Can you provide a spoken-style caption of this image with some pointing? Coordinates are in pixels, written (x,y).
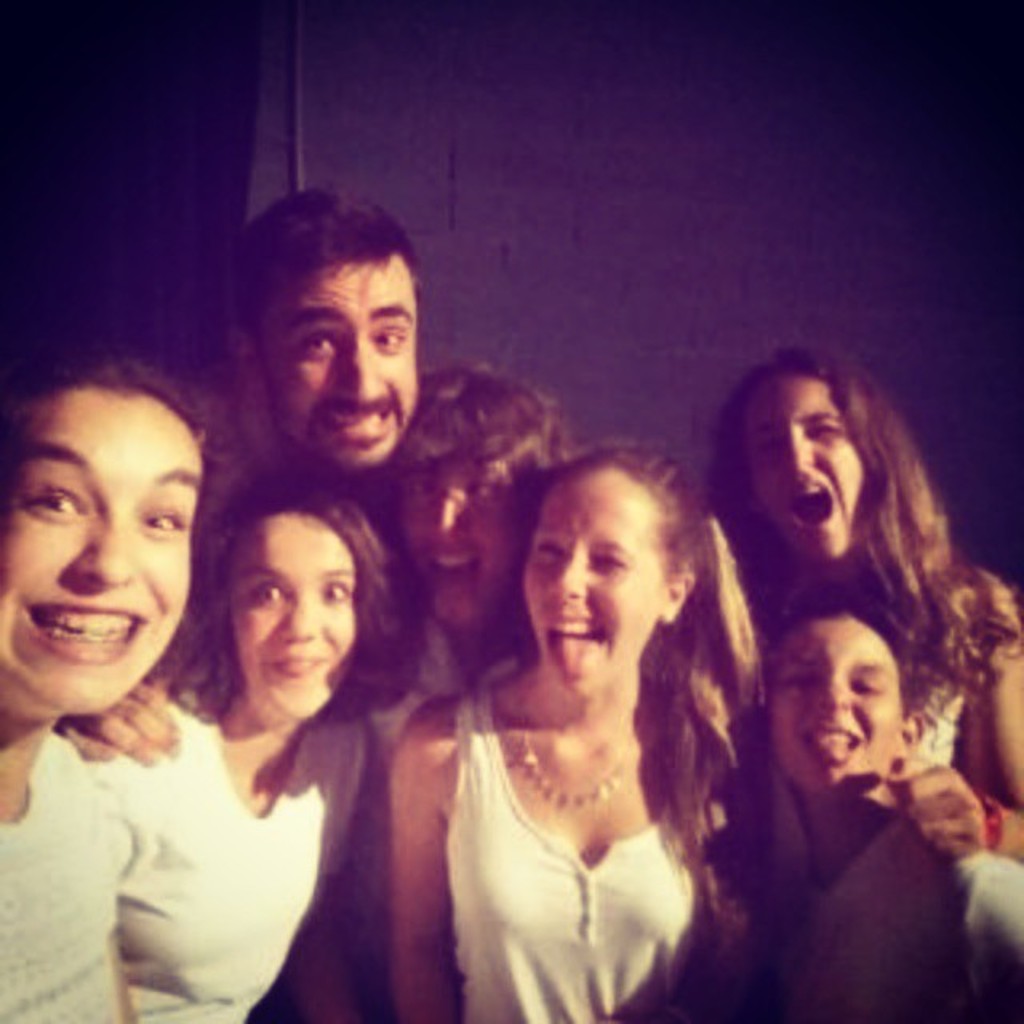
In the center of the image (460,451) there are people (123,829). In the background of the image (470,146) there is wall (470,146).
